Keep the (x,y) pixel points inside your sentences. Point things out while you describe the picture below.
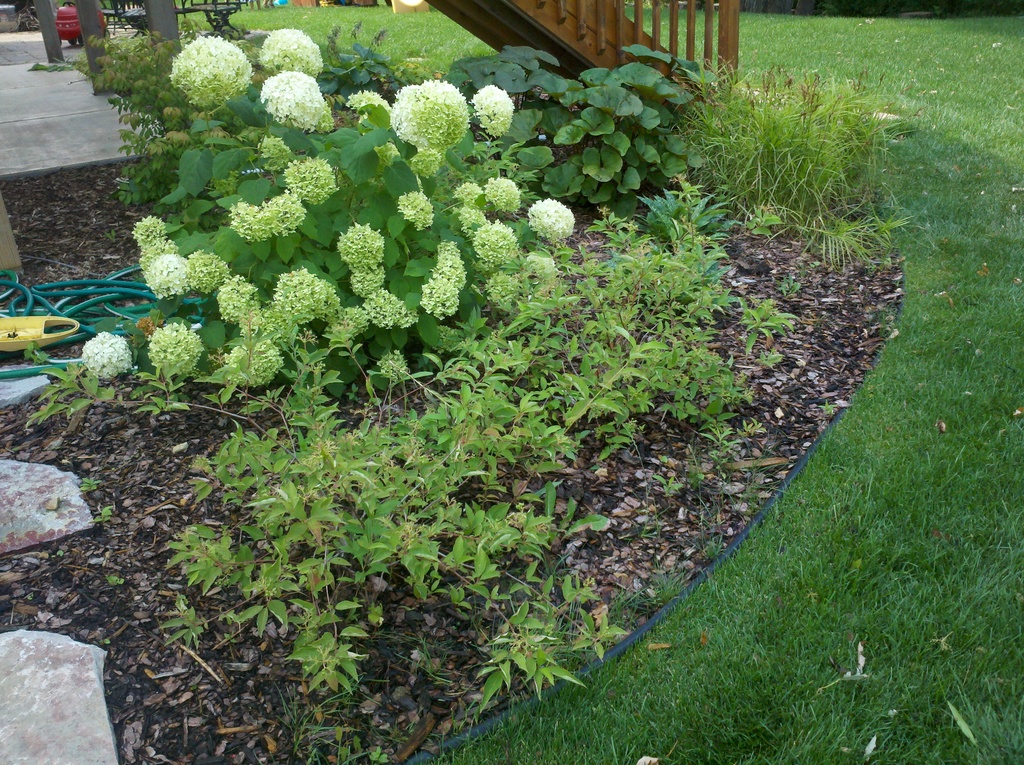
In this image we can see a few plants (355,355), flowers (445,264), grass (981,24), pillars (96,12), cable (86,301), stones (39,530) and grille (598,16), also we can see the leaves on the ground (116,645).
